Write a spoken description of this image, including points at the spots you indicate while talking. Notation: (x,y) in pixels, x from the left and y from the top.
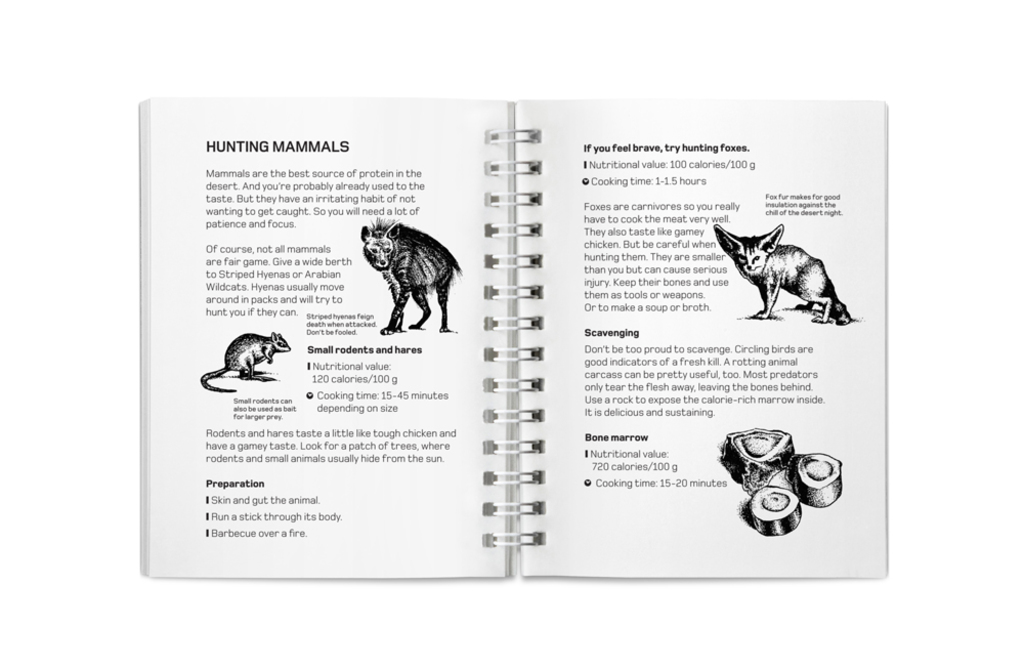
In this image we can see pages (438,333) of book (400,352). On the book (371,274) there are texts (615,467), pictures (367,259) of animals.
